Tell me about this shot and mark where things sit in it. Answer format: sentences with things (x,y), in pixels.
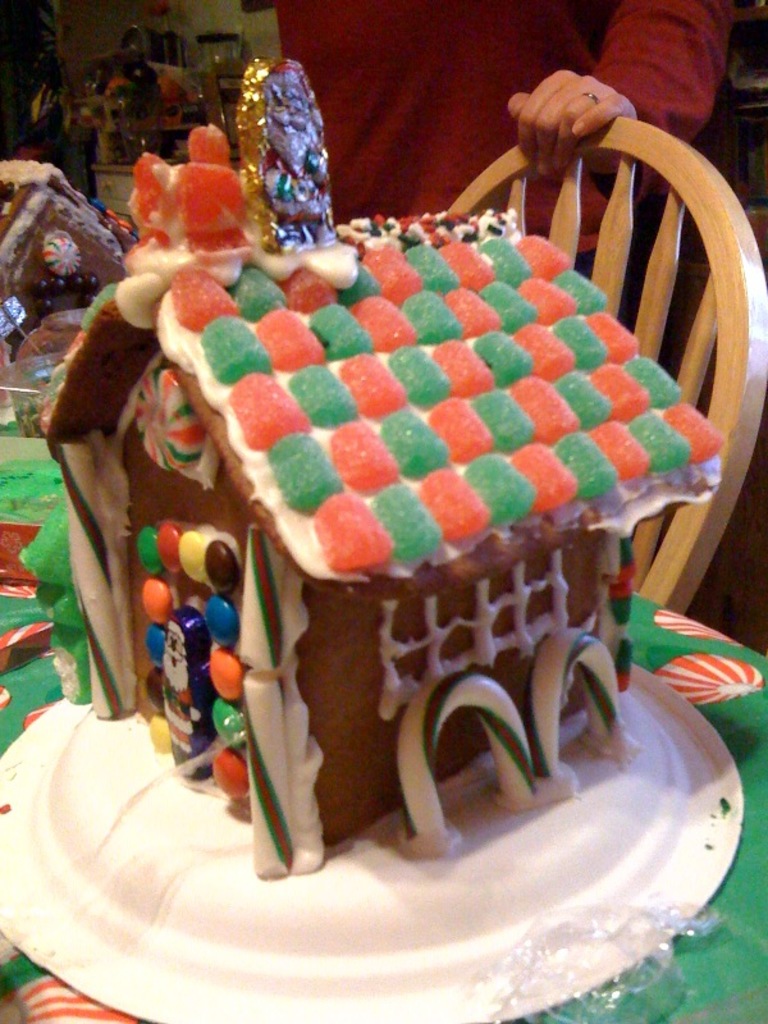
In this image there is a table (759,723), on that table (620,1014) there is a plate (68,818), in that plate (103,793) there is a cake (89,350), beside the table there is a chair (622,129), behind the chair (471,187) there is a person (472,63) standing.
